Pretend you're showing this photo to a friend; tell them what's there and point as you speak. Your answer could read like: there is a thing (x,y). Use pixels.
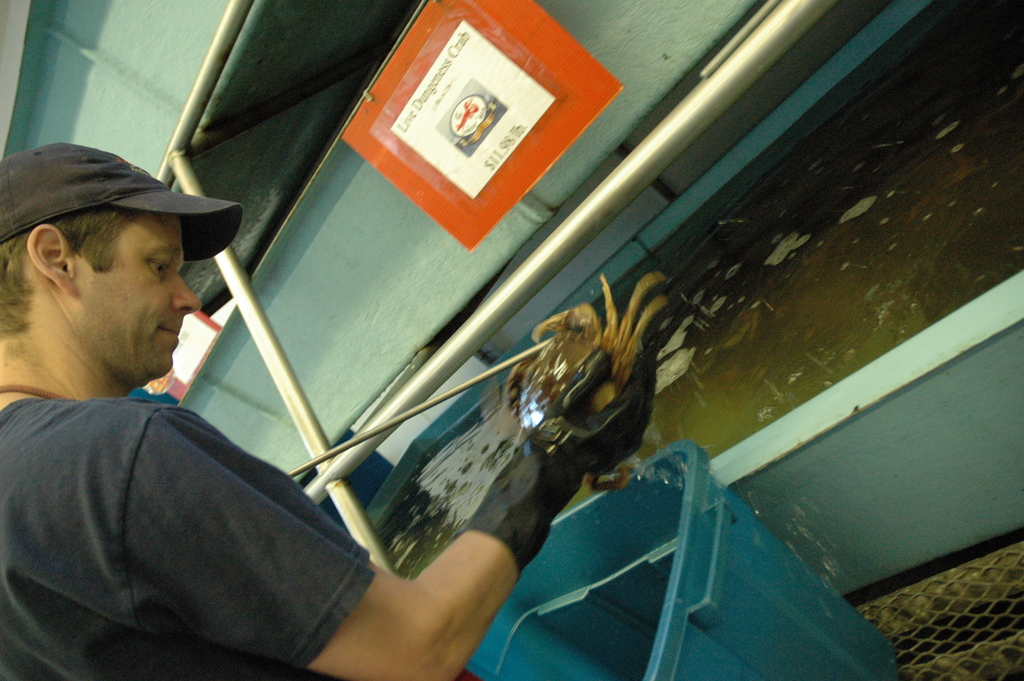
There is one person (110,439) standing and wearing a black color t shirt (172,503) and holding an object (553,391) on the left side of this image (98,410). There is a water container (734,300) on the right side of this image (823,254), and there is a dustbin (694,511) at the bottom of this image (656,598). There is a wall (364,247) in the background (373,250). There is a poster (477,119) as we can see at the top of this image (460,101).
